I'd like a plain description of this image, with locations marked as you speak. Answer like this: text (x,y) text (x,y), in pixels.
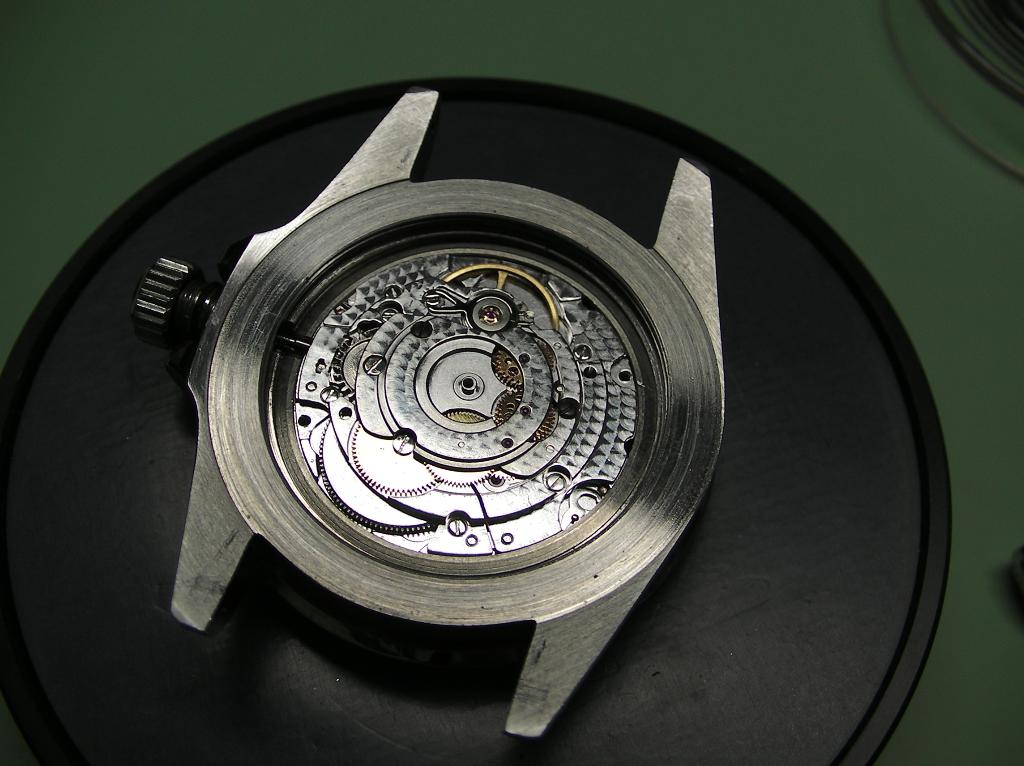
In this image there is movement of a watch (554,433) on an object (737,437).
